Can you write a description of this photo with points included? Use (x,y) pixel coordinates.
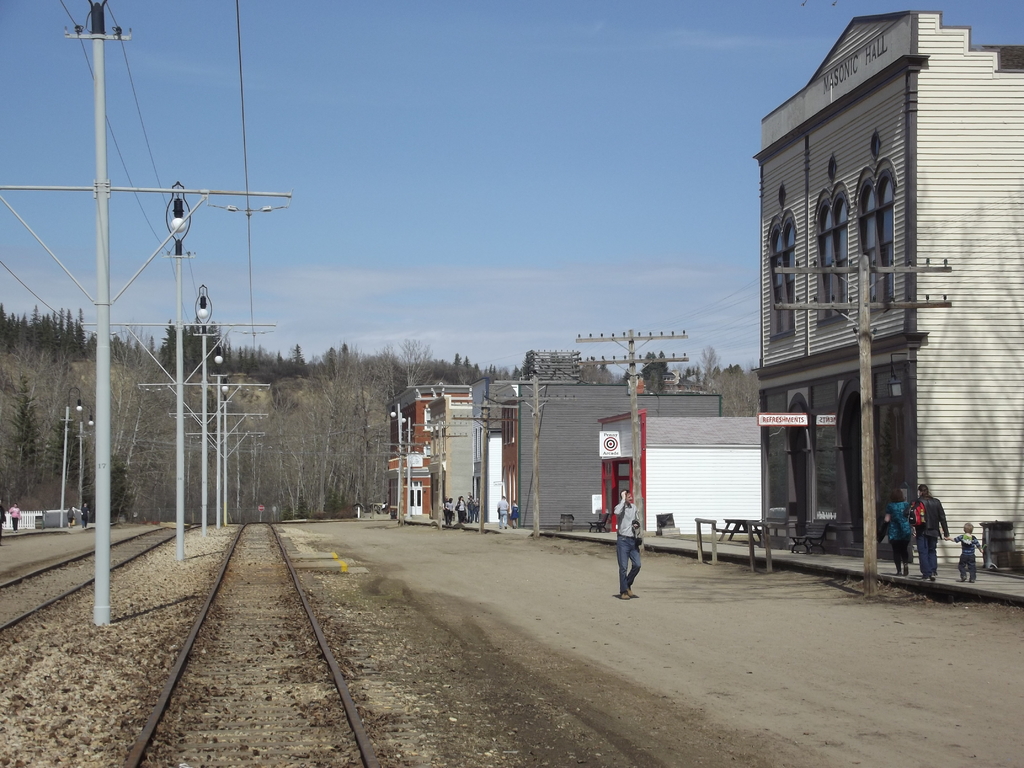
This image is taken outdoors. At the top of the image (460,213) there is a sky (511,141) with clouds (388,335). In the background (117,452) there are many trees (287,437) on the ground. On the left side of the image (158,365) there are a few poles (79,485) with street lights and a few wires (143,217) and there are two railway tracks (33,602). At the bottom of the image (567,652) there is a road (574,608). On the right side of the image (891,197) there are a few buildings (706,418) and there is a sidewalk (748,550). There are a few poles (540,386) with wires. There is a board (798,416) with a text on it. A few people (902,538) are walking on the sidewalk (968,589) and a man (620,564) is walking on the road (666,635).
